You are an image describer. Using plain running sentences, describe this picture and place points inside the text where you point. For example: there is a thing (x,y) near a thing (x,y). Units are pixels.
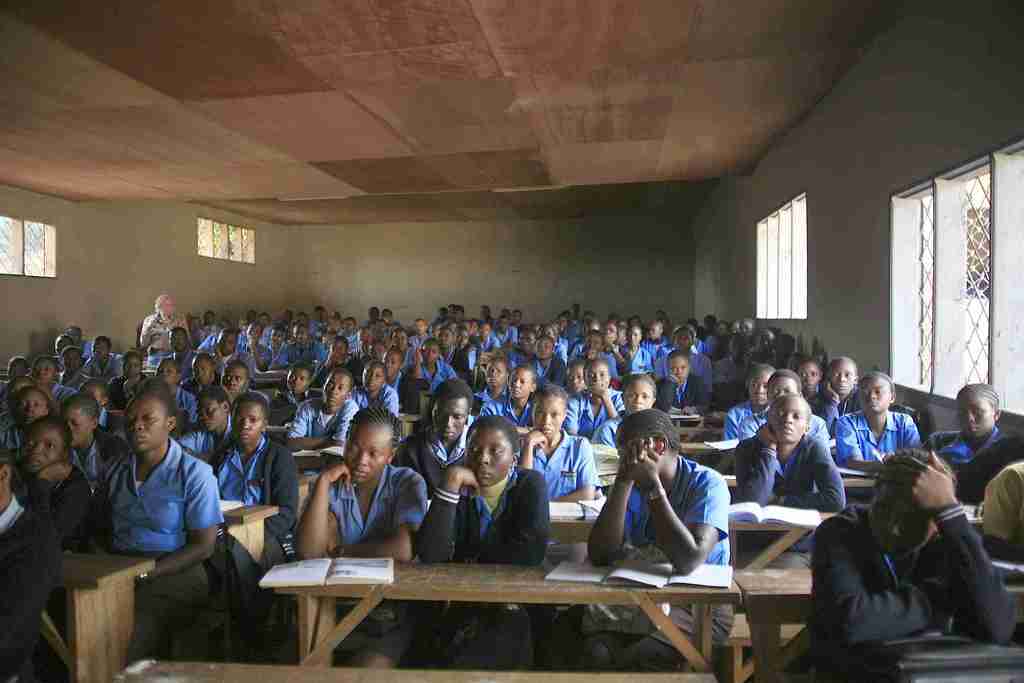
In this image I can see number of people (356,328) are sitting on benches (446,584). I can also see most of them are wearing blue colour dress (715,510) and in the front of them I can see few books (319,582). On the both side of this image I can see windows (798,288) and on the left side (148,320) I can see one person (169,294) is standing.
